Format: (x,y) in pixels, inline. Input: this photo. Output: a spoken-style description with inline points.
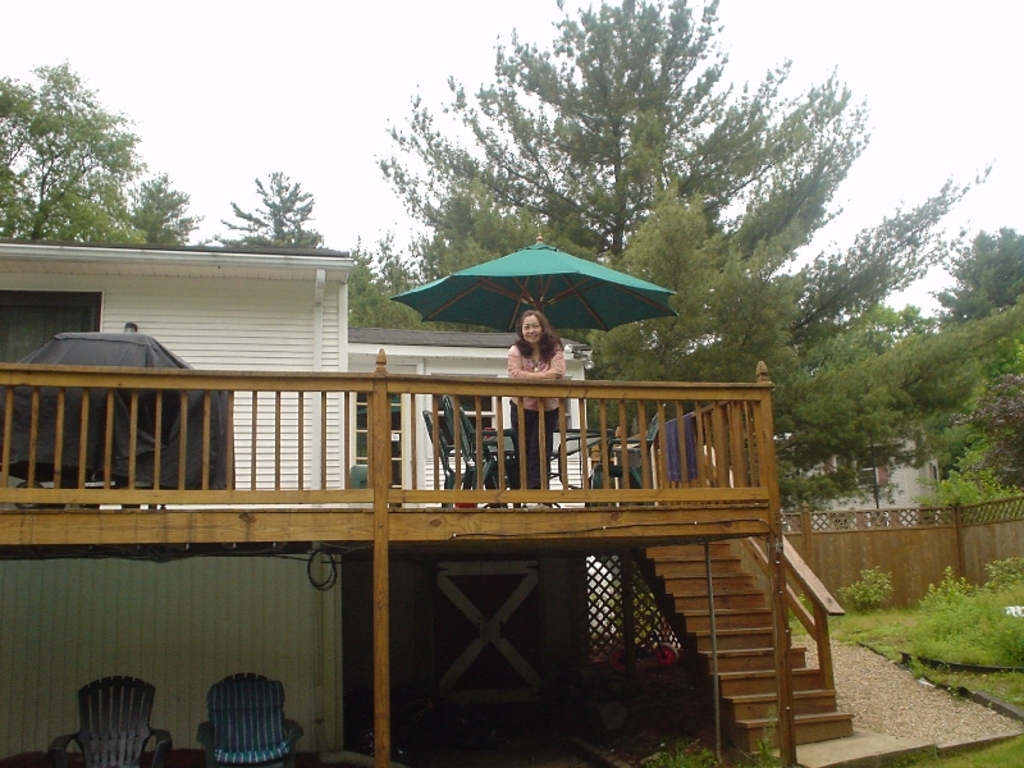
In this image we can see a person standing on a building (572,462). Behind the person (557,356) we can see an umbrella (564,305), table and few chairs (637,481). Behind the building (733,595) there are group of trees (616,146) and on the right side of the image (871,524) we can see a wooden wall (938,559). At the bottom (86,751) we can see two chairs (94,767) and at the top (445,18) we can see the sky (351,34).
